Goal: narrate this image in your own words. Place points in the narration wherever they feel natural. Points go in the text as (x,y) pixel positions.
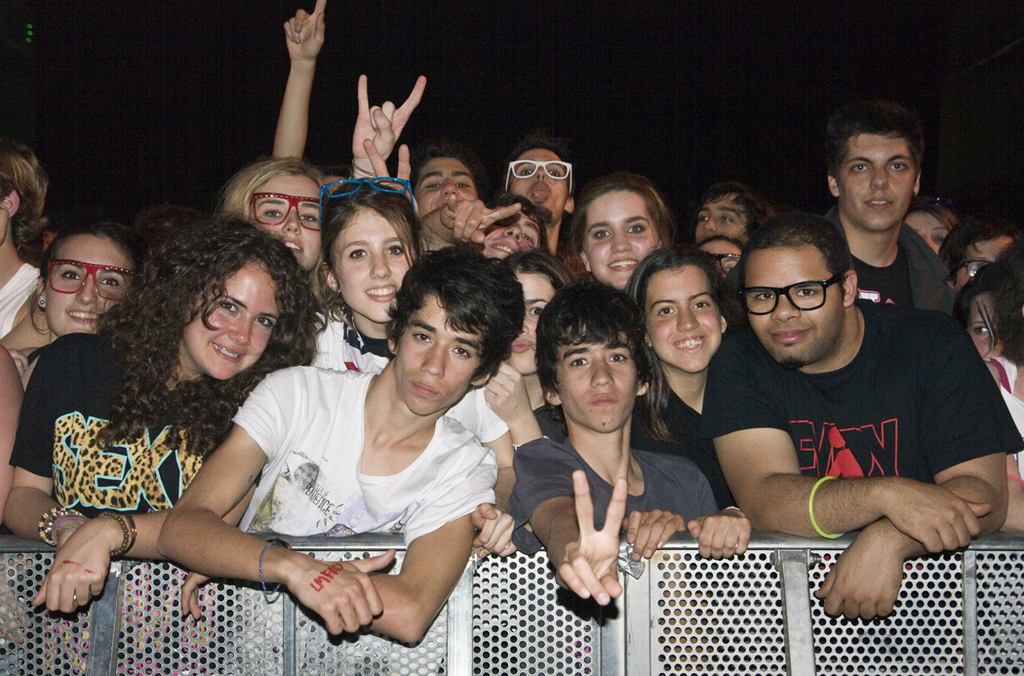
In this image few persons (52,361) are standing behind the fence (552,626). Right side (832,325) there is a person (803,309) wearing spectacles (818,304). Left side (95,295) there is a woman (98,309) wearing spectacles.
